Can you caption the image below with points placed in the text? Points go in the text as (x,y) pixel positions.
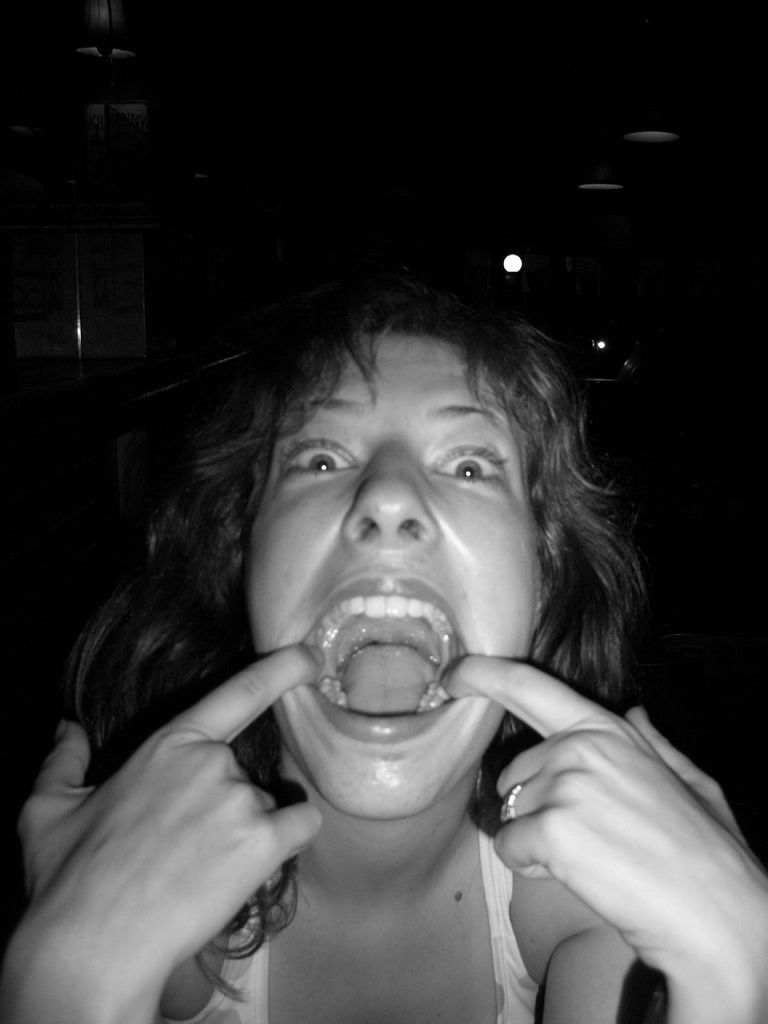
In this black and white picture there is a woman (581,886). Top of the image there are lights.
